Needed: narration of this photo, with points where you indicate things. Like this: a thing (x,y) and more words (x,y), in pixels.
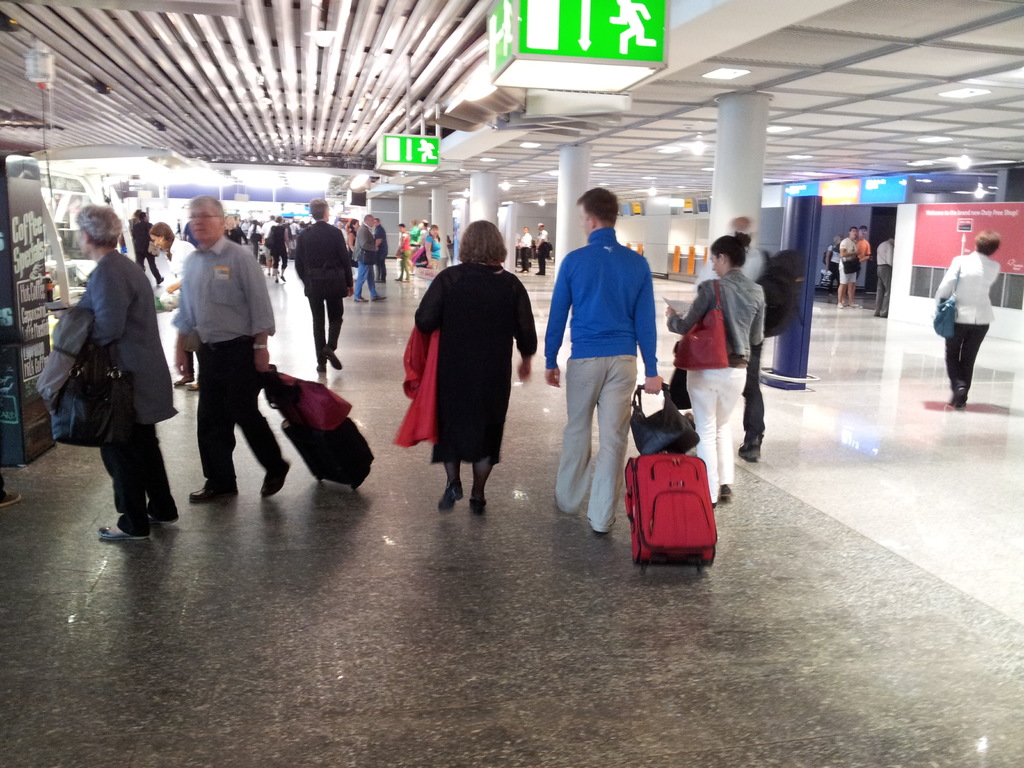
As we can see in the image there are banners (858,190) and few people (589,290) walking here and there.
